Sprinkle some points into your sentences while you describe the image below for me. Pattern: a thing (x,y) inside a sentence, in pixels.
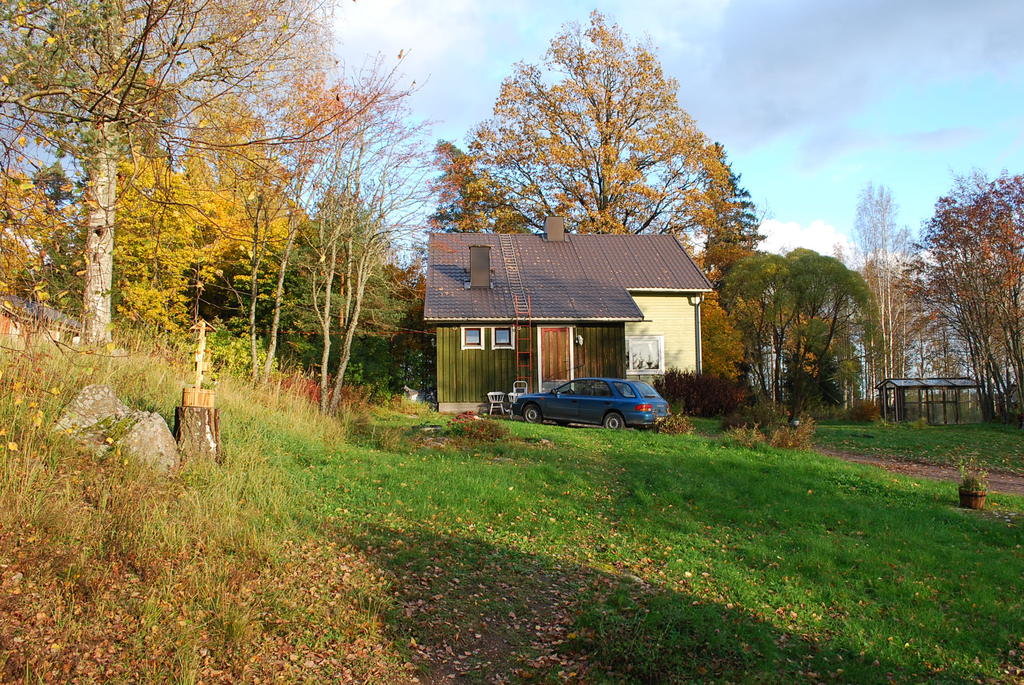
There is a wooden house (487,339) in a garden (495,435) and in front of the house (609,372) there is a car (586,410) and two chairs (501,394), there are a lot of trees (246,270) around the house (624,313) and on the right side (882,389) there is a small empty shed (921,385) and in the background (778,131) there is a sky (834,137).
